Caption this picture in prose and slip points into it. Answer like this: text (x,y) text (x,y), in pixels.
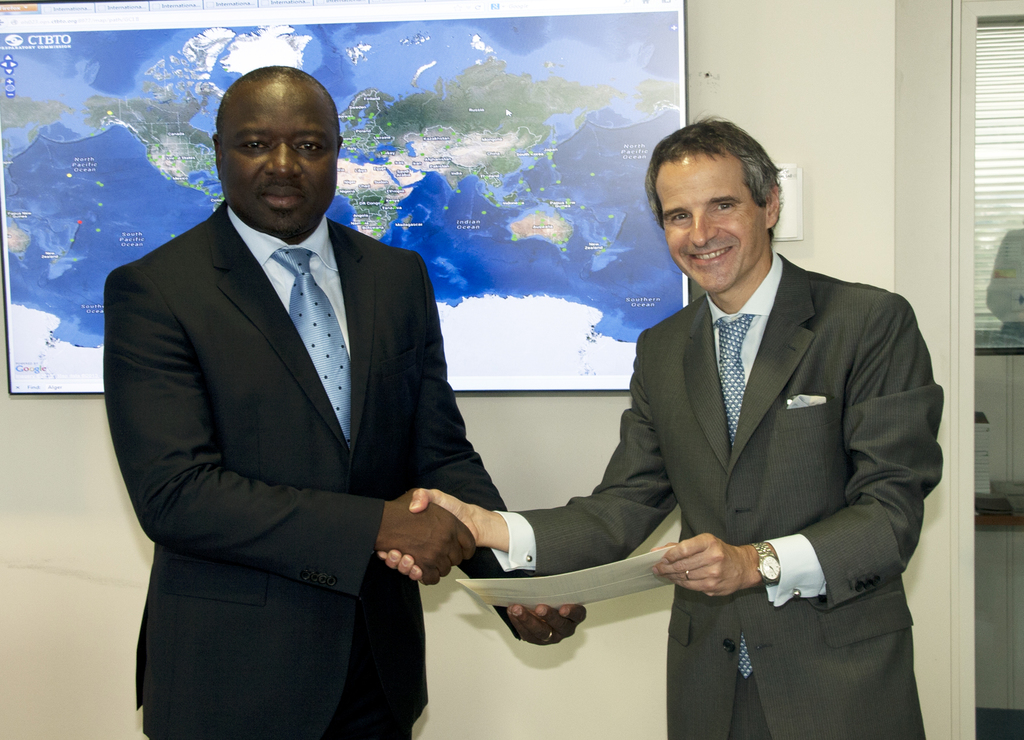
In this image I can see two men (624,422) are standing and giving shake hands. These people (384,508) are wearing white color shirts (315,266), ties (320,362) and suits (591,541). One of these people (591,541) is smiling. In the background (520,217) I can see a wall (745,107) which has a TV (500,236) attached to it. On the screen (442,222) I can see a map (393,200).
